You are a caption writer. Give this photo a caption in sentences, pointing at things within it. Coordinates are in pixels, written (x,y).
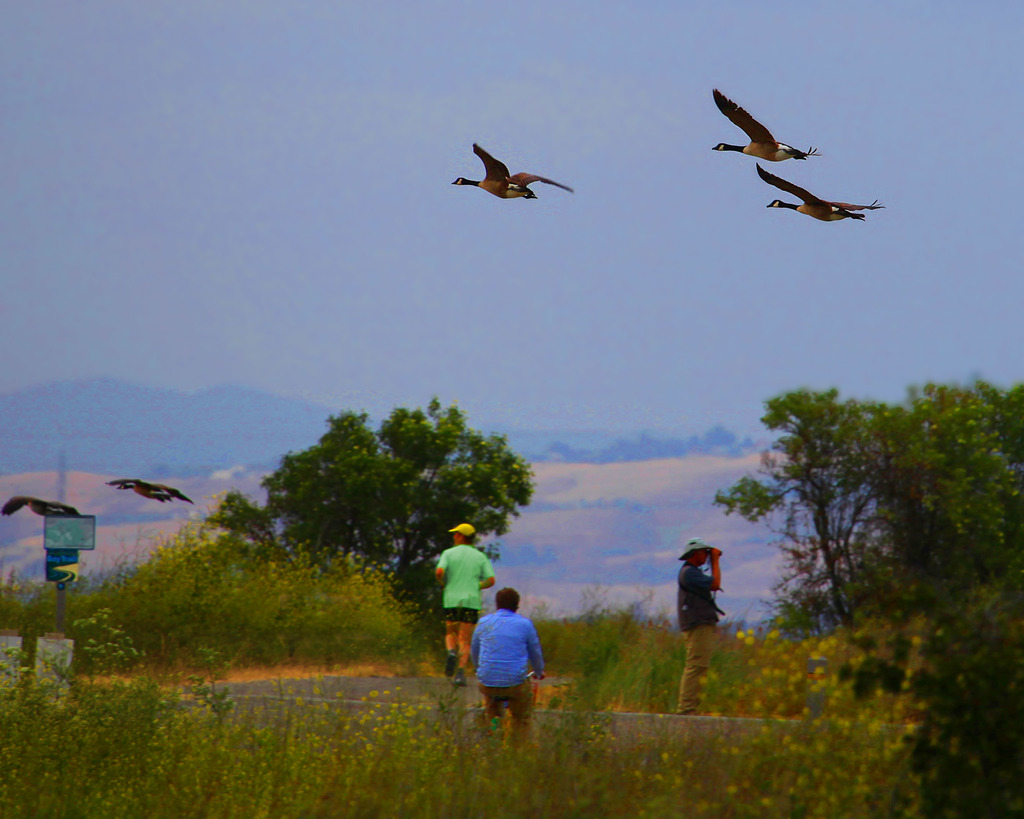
In this picture we can see there are three people (456,605). A person (486,663) is riding a bicycle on the road (475,692). On the left side of the image (63,612), there is a pole (61,593) with a board (56,526). On the right side of the image (932,468) there are trees (896,585). In front of the people (457,559) there are hills (501,580) and the sky (237,176). There are some birds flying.
